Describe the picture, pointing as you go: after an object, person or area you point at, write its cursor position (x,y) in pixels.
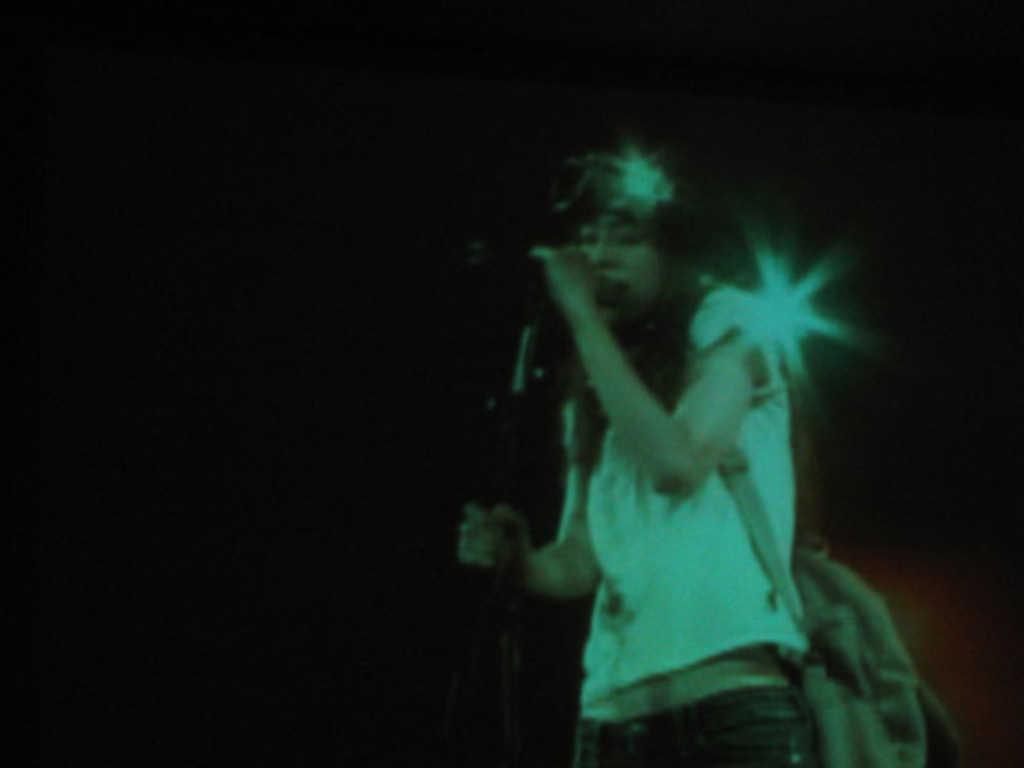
In this image there is one women (660,565) standing on the right side of this image (720,483) is holding a Mic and holding a backpack (824,650).
